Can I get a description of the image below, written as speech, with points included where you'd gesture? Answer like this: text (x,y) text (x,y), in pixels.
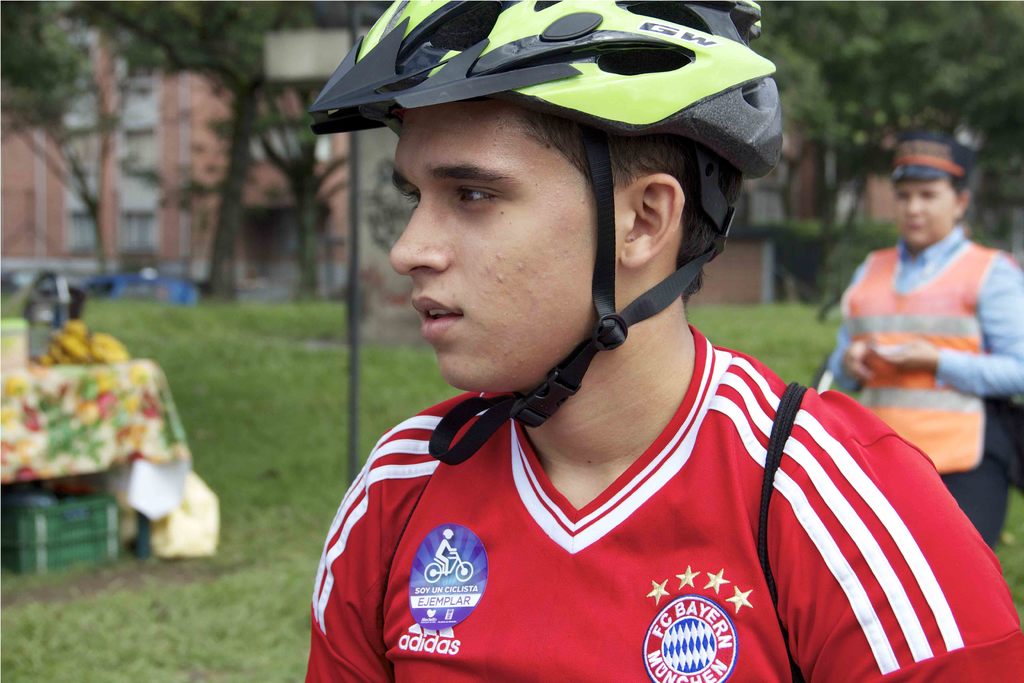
In this image there is a man (548,264) wearing a helmet (624,87), there is a woman (911,347) standing and holding an object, there is the grass (336,373), there is a pole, there is a table (114,419) towards the left of the image (104,421), there is a cloth (126,439) on the table (150,432), there are objects (64,327) on the cloth (138,422), there are trees (192,55) towards the top of the image (184,77), there are buildings (264,176).
